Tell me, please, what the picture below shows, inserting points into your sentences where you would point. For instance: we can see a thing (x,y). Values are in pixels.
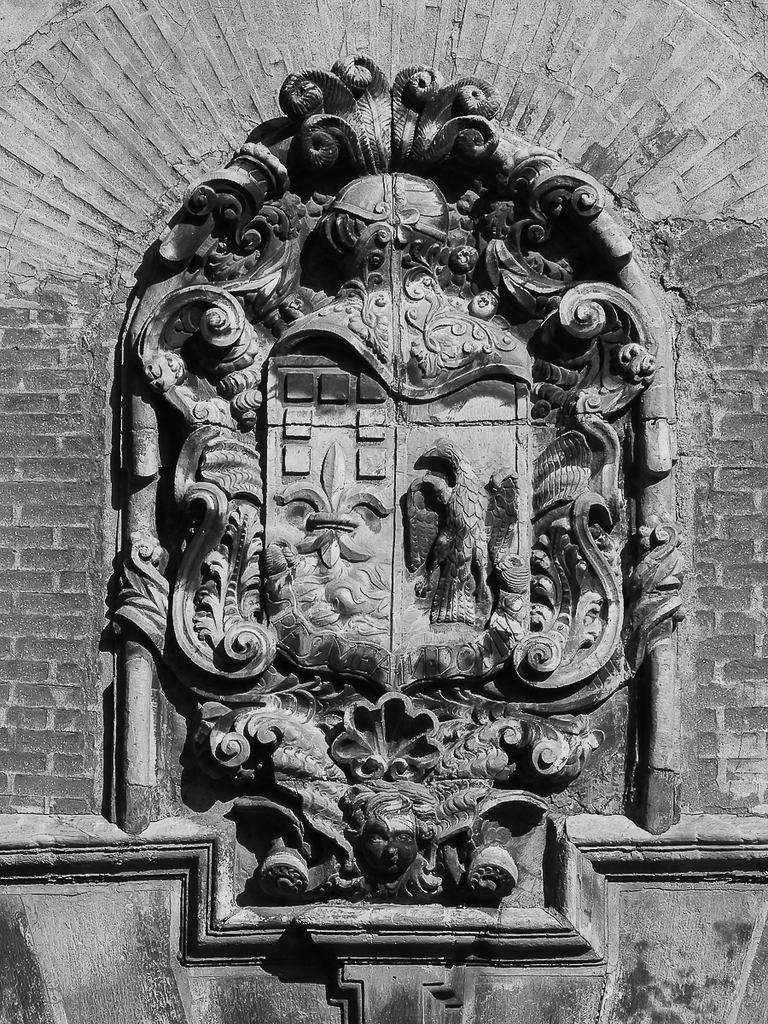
In this picture there is a floral sculpture (183,256) and there is a sculpture (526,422) of a bird (441,448) on the wall (669,272).
